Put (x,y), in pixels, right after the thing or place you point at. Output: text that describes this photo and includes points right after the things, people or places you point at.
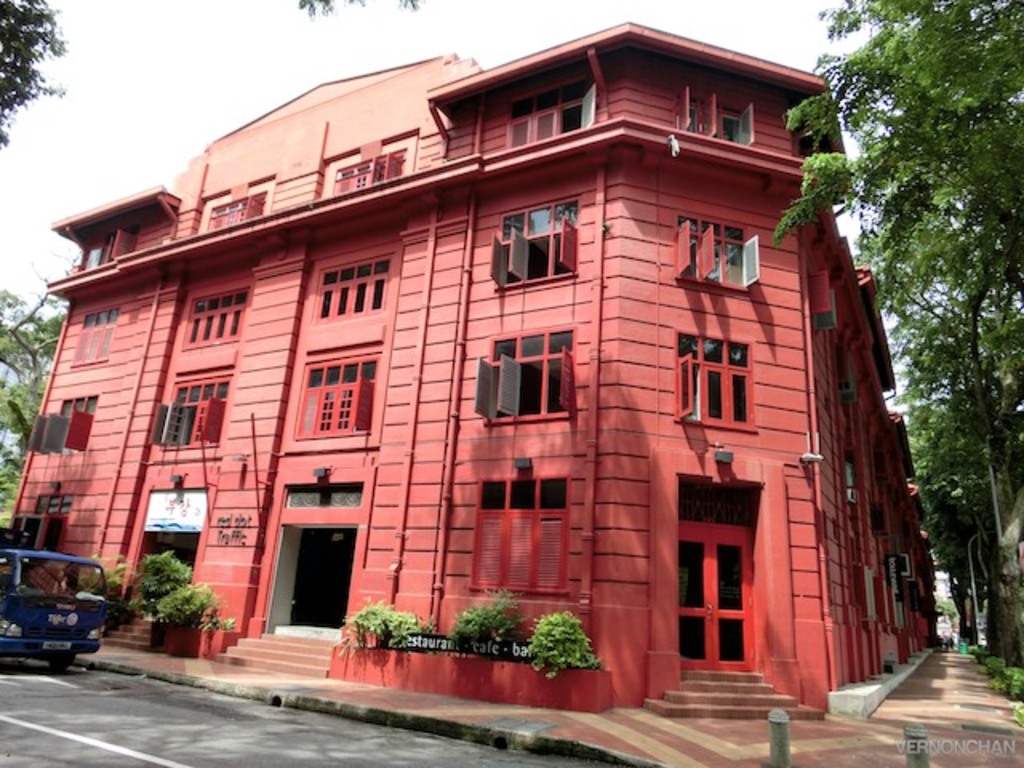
In the center of the image (510,321) we can see the sky (108,64), trees (4,524), windows (506,586), banners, plants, one building (475,307), one vehicle (3,575), staircases (279,648), poles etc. In the bottom right side of the image (953,745), there is a watermark (911,739).
